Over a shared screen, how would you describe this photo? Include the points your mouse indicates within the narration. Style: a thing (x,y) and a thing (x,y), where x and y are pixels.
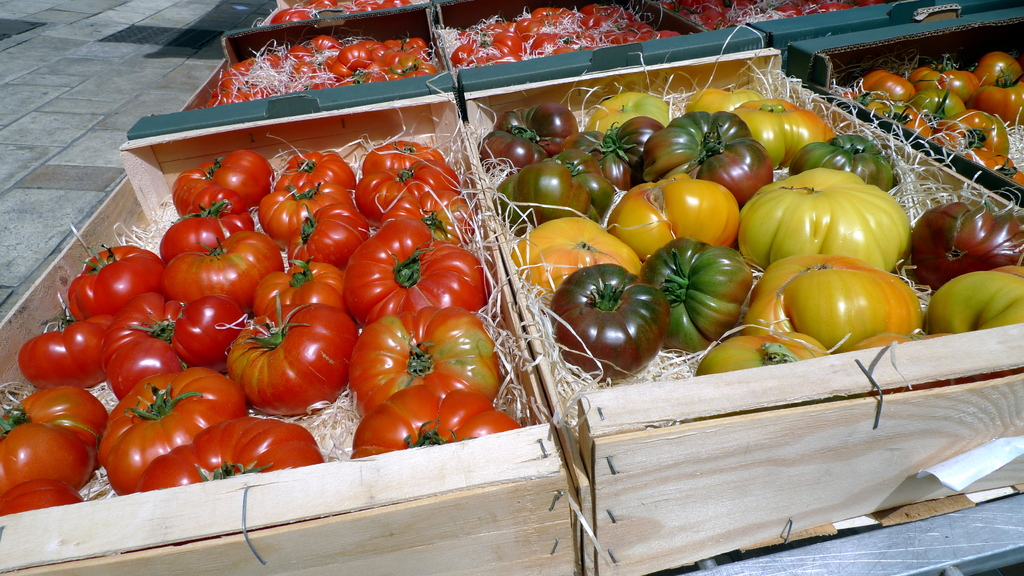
In this image I can see boxes (694,462), floor (73,130) and vegetables (504,193).
